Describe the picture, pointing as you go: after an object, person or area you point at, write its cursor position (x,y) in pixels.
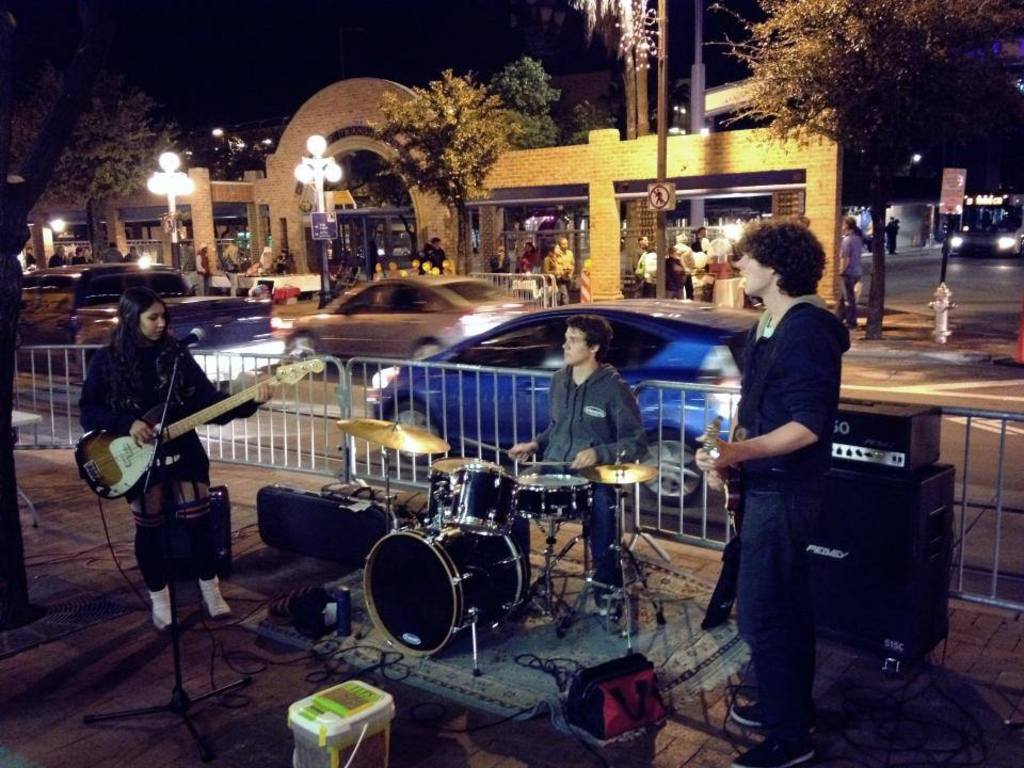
In this image there is a person (561,410) sitting. He is holding sticks (521,466). Before him there is a musical instrument (424,584). Left side (165,352) there is a woman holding a guitar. Right side (792,324) there is a person (763,429) standing and he is holding a guitar (729,498). Behind him there are electrical devices (853,477). There is a fence (450,435). Behind there are vehicles (724,398) on the road (972,436). Few people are walking on the pavement (968,342) having street lights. There is an entrance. There are trees (441,173). Right side (953,304) there is a fire hydrant (942,326) on the pavement (922,315). There are boards (947,207) attached to the poles (945,223).
